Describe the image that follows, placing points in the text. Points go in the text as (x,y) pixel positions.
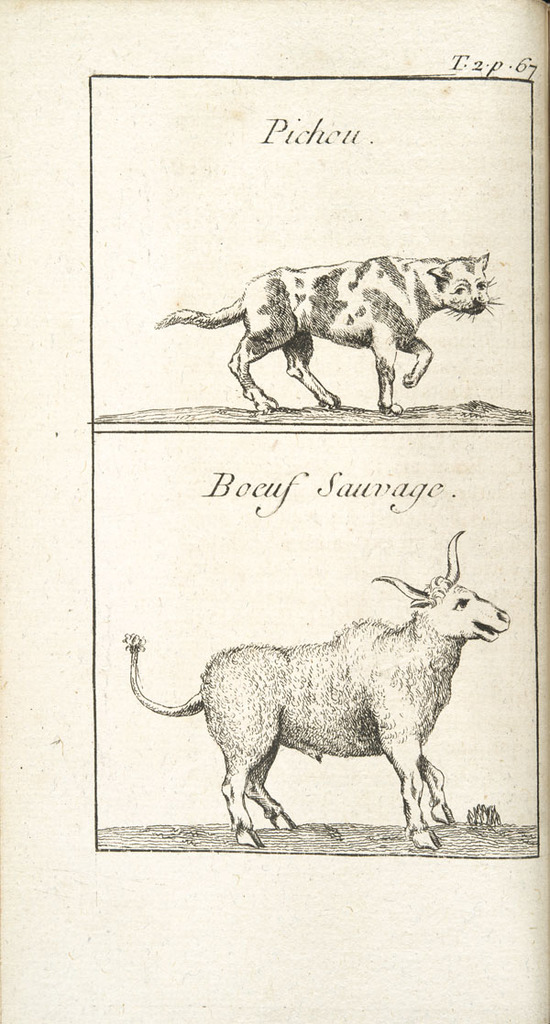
In this image I can see depiction picture (216,669) of two animals (325,275). I can also see something is written on the top (531,62) and in the centre of this image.
